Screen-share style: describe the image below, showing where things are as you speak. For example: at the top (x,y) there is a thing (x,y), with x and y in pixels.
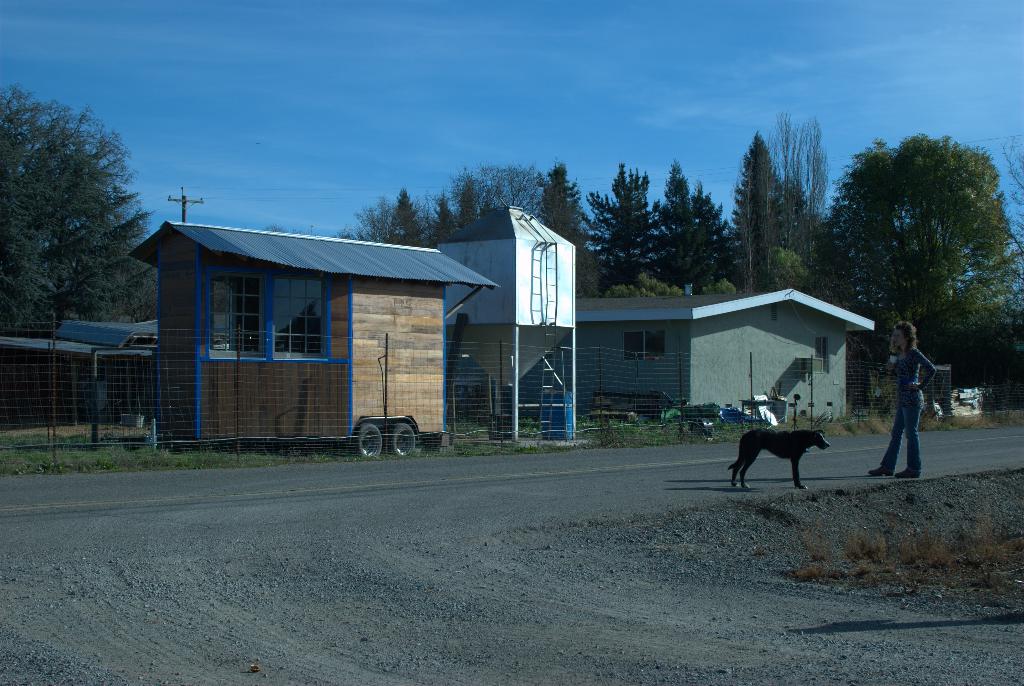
In this image I can see few buildings (805,354), windows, tank (550,350), net fencing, poles (812,393) and few trees (134,211). I can see a person (908,407) and dog (800,454) on the road (805,473). The sky (513,108) is in blue color.
